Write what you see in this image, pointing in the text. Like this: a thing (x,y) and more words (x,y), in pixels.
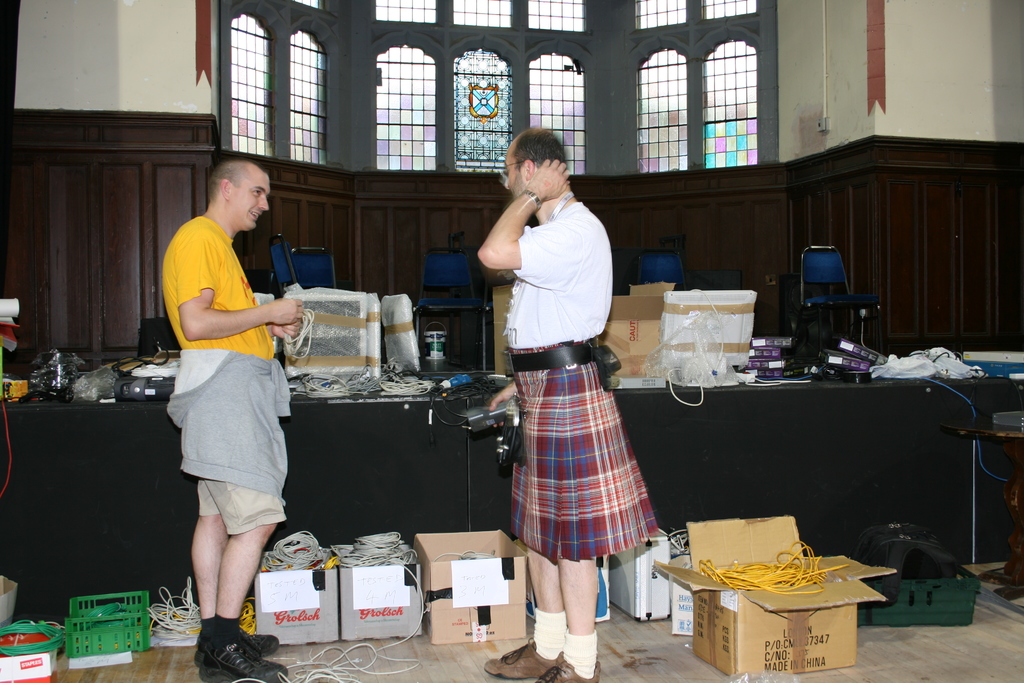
In this image two persons (543,665) are standing on the floor (678,667) having few boxes (463,599), basket (71,641) and few objects (61,633) on it. Beside them there is a cabinet (458,483) having boxes (700,357) and few objects (952,366) on it. Background (87,201) there is a wall (23,177) having windows (395,112).
